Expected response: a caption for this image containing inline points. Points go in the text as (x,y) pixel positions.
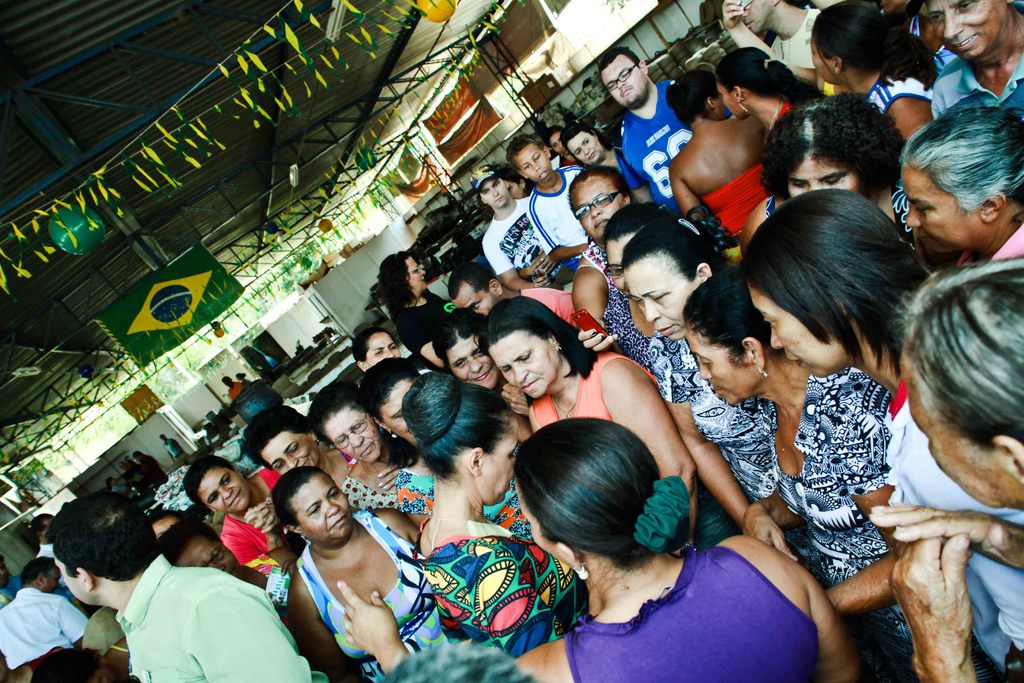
In the foreground of the image (527,420) there are people (562,469) standing. At the top of the image (165,29) there is a shed (84,352). In the background of the image (250,330) there is a building (670,26). There are trees (105,432).
